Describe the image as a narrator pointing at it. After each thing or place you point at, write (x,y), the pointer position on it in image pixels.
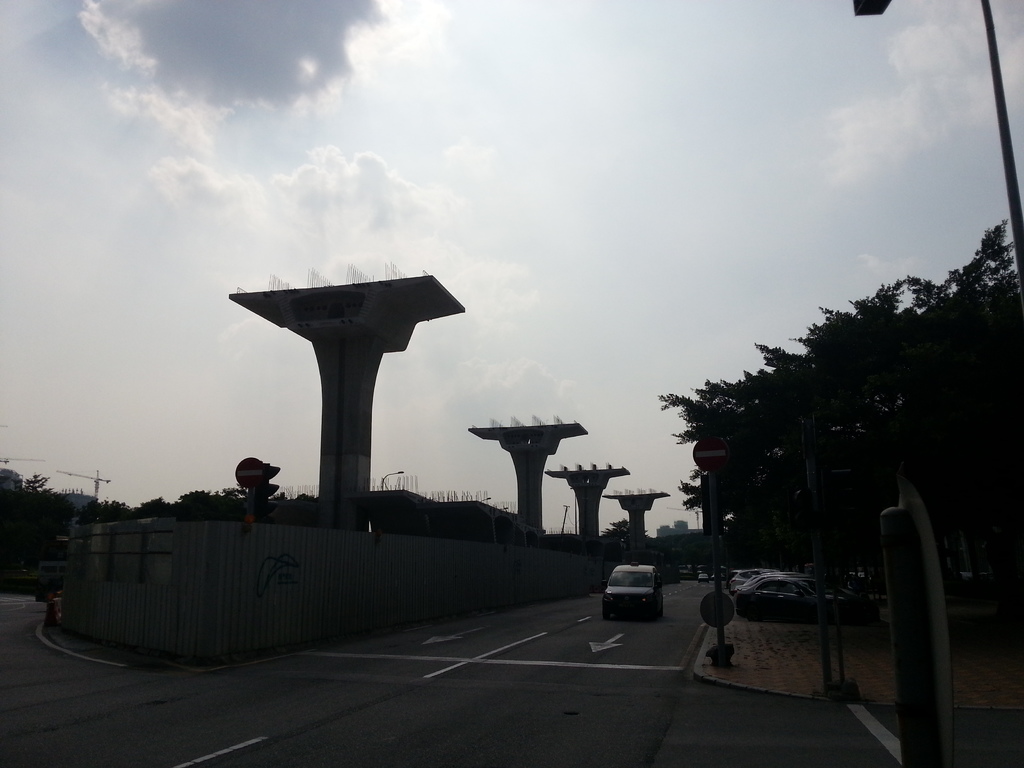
There is a road (589,701), on which, there are vehicles (631,609). On the left side (336,375), there are pillars (627,509). On the right side (780,579), there are vehicles (793,599) parked aside, near trees (872,421). In the background (846,515), there are trees (236,498) and there are clouds (306,201) in the sky (439,122).
